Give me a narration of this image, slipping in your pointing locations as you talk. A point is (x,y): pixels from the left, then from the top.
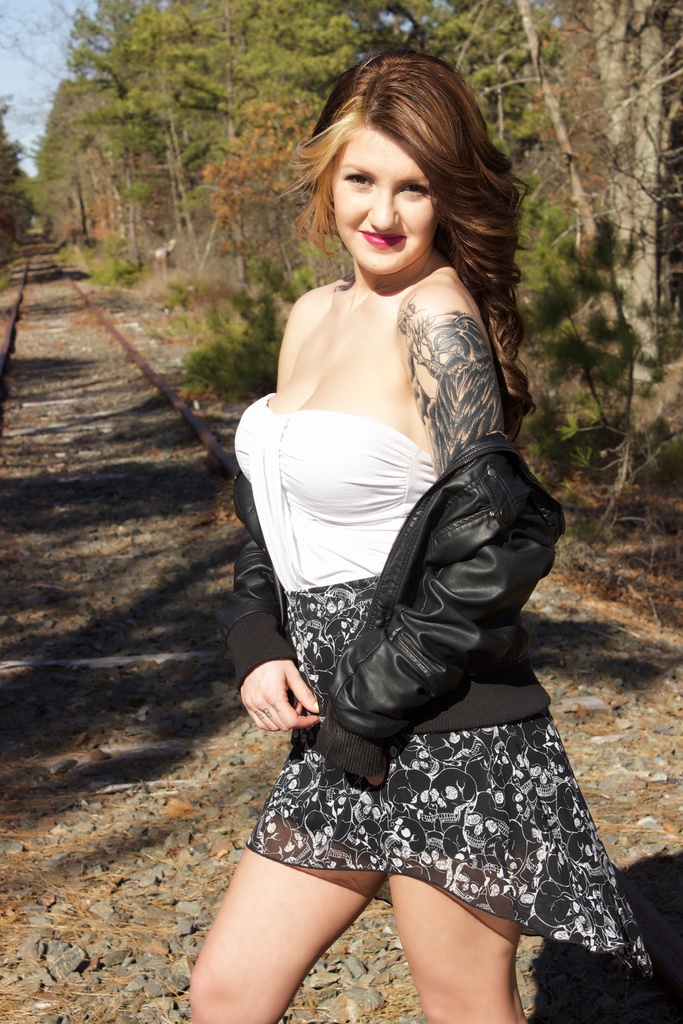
In this image there is a lady (391,779) standing on a track (123,548) and giving pose for a photograph, in the background (93,109) there are trees (255,71).
